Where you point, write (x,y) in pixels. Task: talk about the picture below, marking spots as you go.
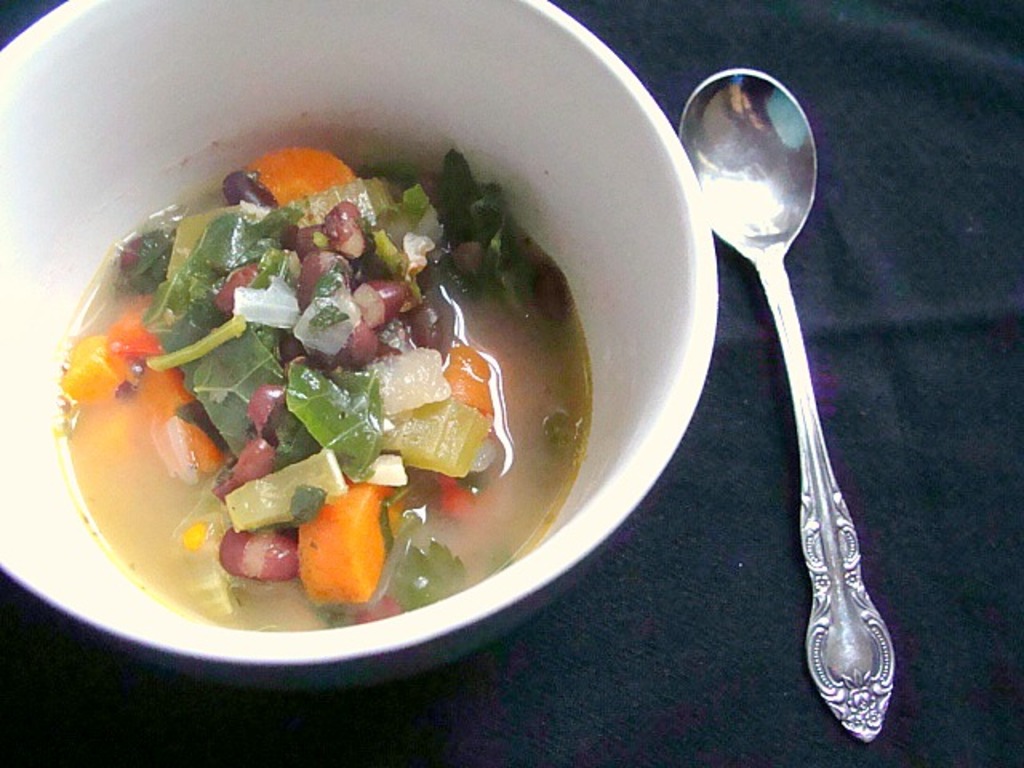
In this picture we can see food (201,518) in the bowl (71,559), beside this bowl (45,566) we can see a spoon (862,687) and these are on the cloth (600,724).
